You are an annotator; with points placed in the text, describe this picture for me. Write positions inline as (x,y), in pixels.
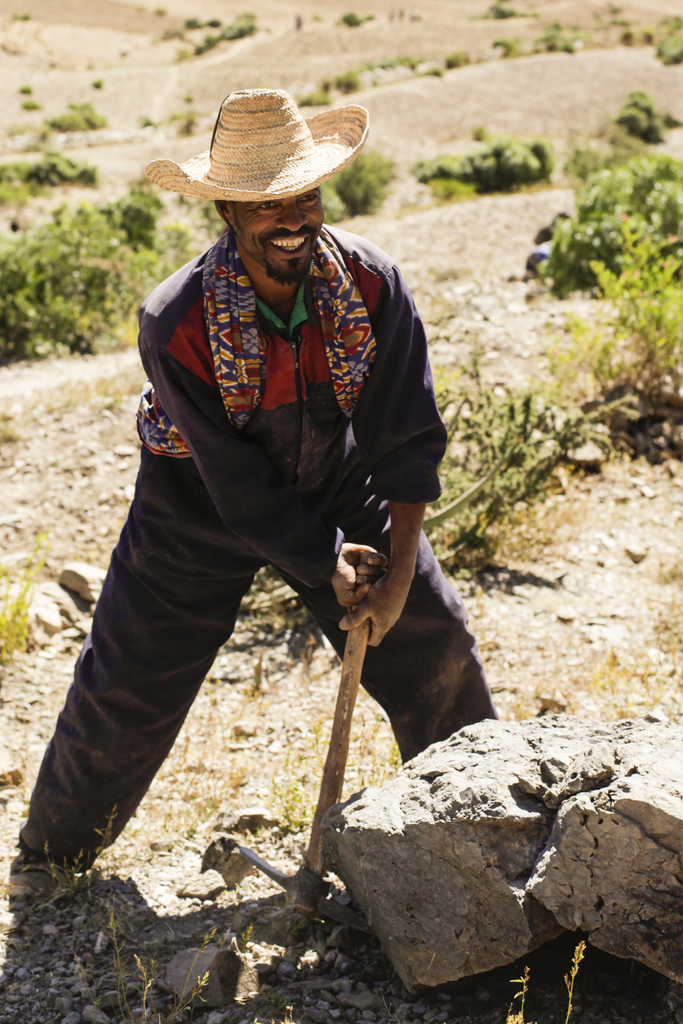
In this picture there is a man (377,421) who is standing in the center of the image (356,656), by holding an axe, there are rocks (637,764) at the bottom side of the image (638,747) and there are few plants (637,118) in the background area of the image (453,164).
